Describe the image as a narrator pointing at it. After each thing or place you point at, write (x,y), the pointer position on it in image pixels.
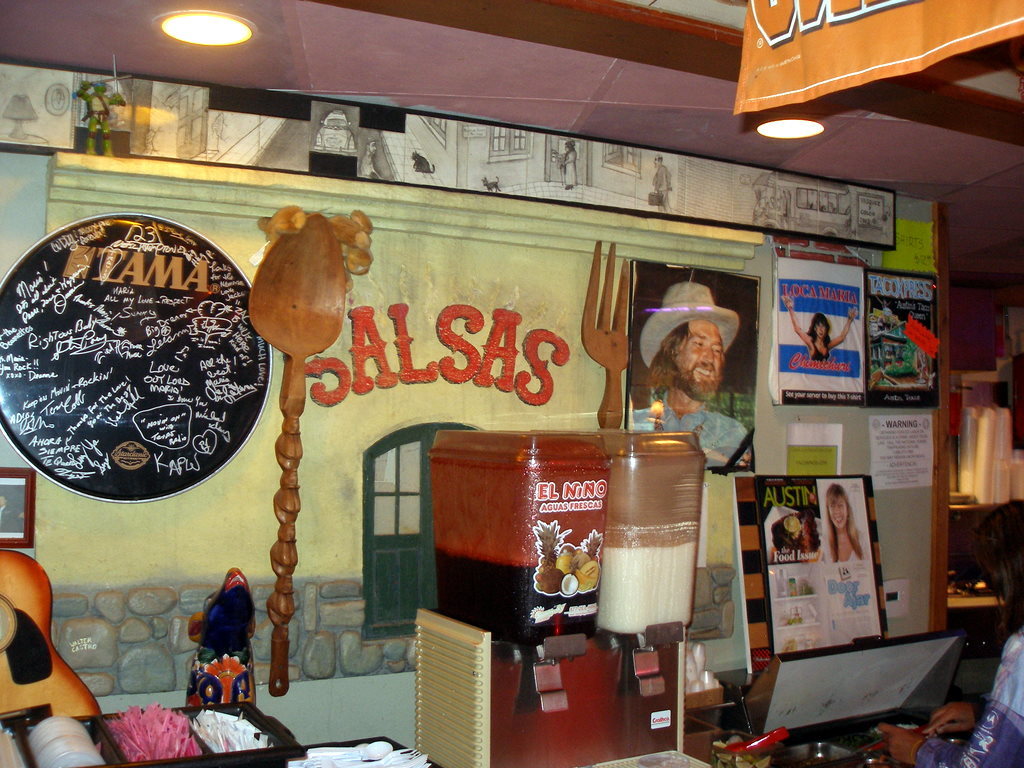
It's a juicer (686,529) in the middle (677,451) and there are photographs (679,335) in the right (687,410) on the wall (143,668) there is a light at the top (159,16) in the left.
